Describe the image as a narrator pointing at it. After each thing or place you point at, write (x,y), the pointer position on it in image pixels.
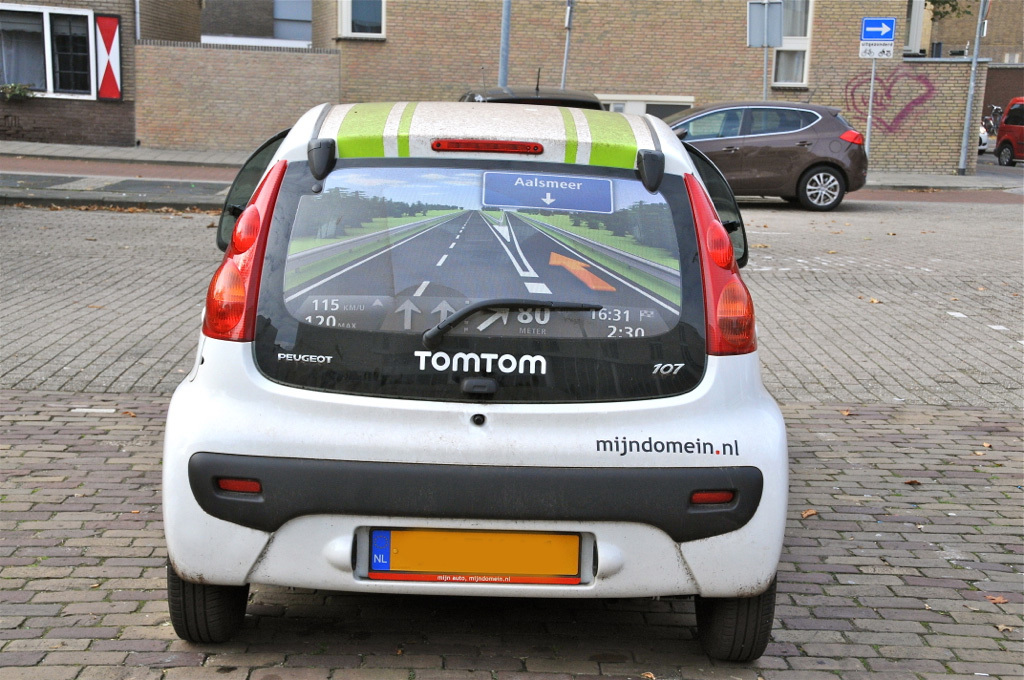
In the middle of the image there are some vehicles (596,102) on the road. Behind the vehicles (395,131) there are some poles (968,119), sign boards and buildings (211,13).
